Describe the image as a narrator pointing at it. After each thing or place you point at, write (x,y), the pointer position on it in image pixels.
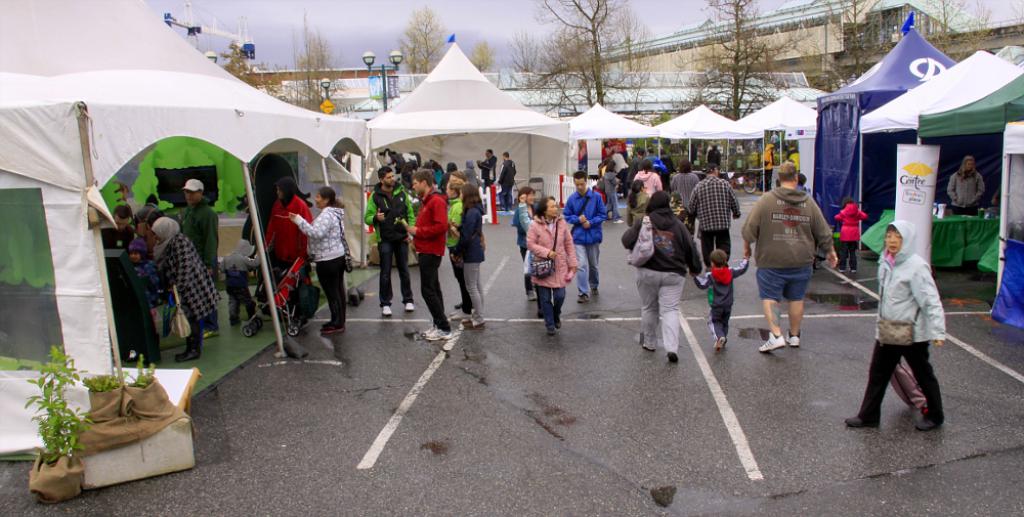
In this image there is the sky (273,33), there are trees (430,66), there are streetlight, there is pole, there are tents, there are people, there are objects (152,463) on the ground (237,444), there is an object (1011,257) truncated towards the right of the image (1010,220), there are flags (911,20).
